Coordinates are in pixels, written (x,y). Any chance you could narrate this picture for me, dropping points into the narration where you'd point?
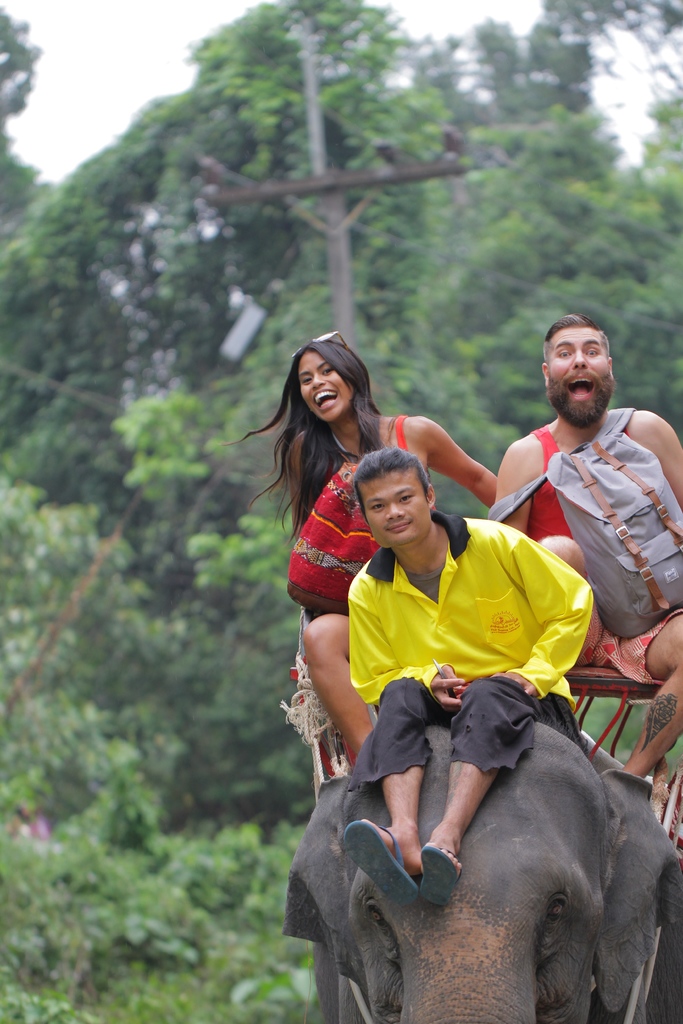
This 3 persons (494,486) are sitting on a elephant (524,779). Far there are number of trees (285,214) and pole (318,148). This person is carrying a bag (634,516).
